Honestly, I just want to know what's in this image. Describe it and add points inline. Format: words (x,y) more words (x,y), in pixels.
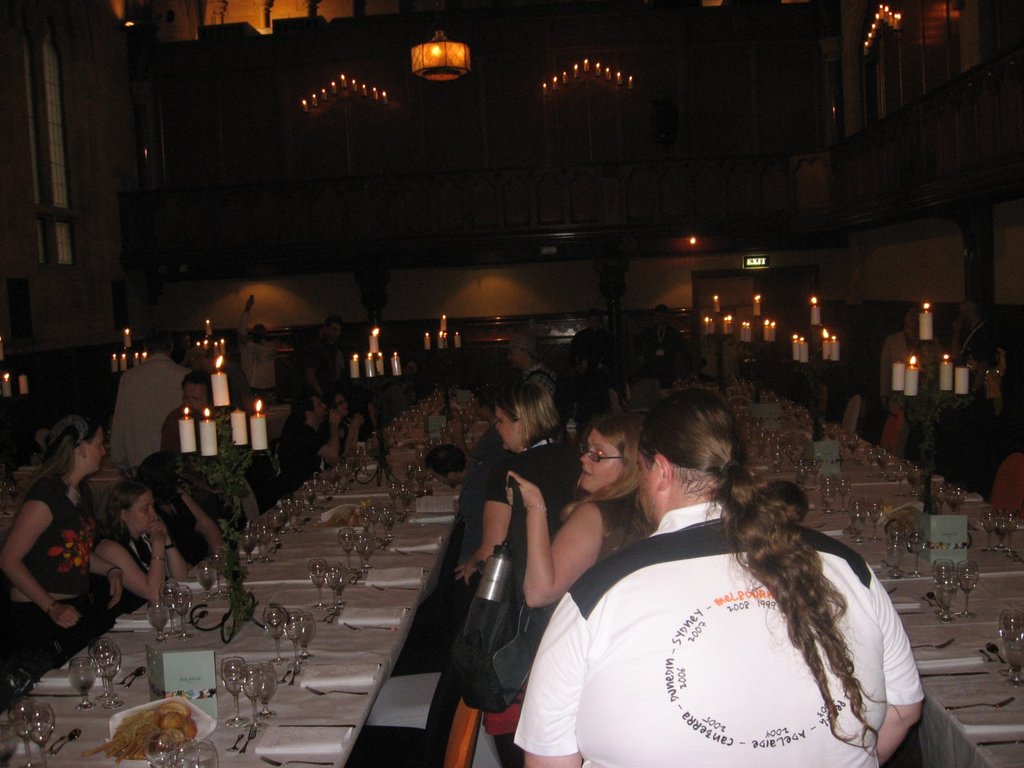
In this image there are group of persons (318,431) sitting and standing. There are tables (359,596) in the center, on the tables (310,609) there are glasses (276,623), spoons (992,657), plates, and papers (358,624). There are candles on the table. On the top (433,52) there is a chandelier (442,54) and in the background (458,288) there is a wall (476,291).
